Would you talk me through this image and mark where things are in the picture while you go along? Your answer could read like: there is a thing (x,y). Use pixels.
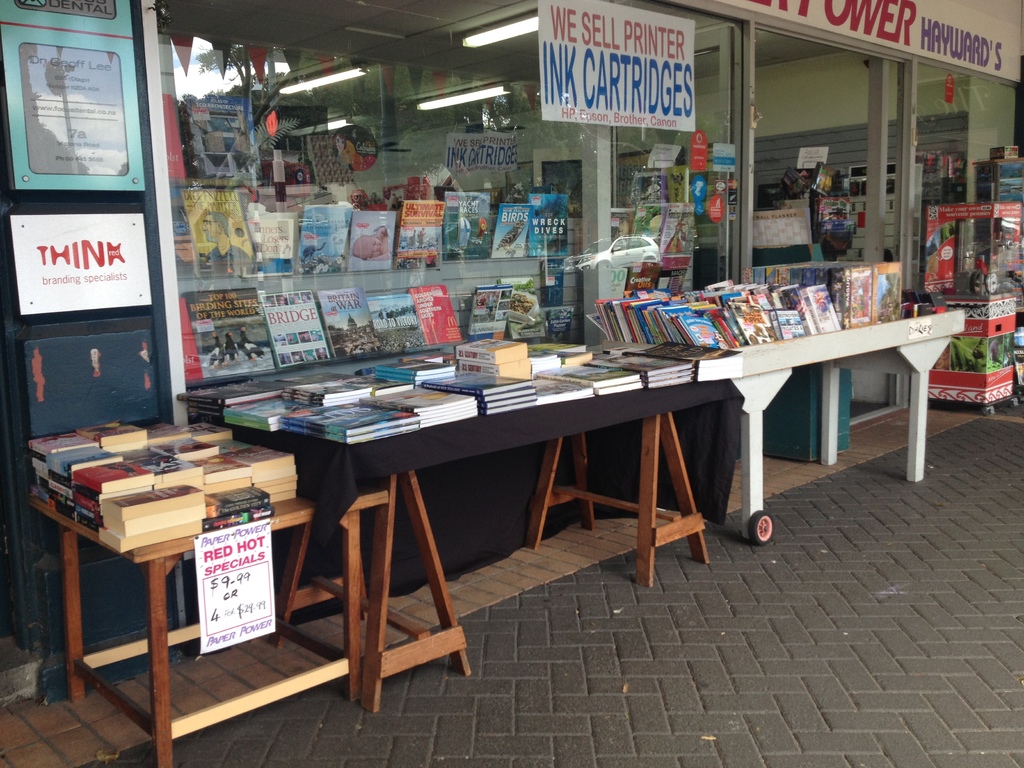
Here we can see tables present with books (725,365) on it and this looks like a shop (582,225).
